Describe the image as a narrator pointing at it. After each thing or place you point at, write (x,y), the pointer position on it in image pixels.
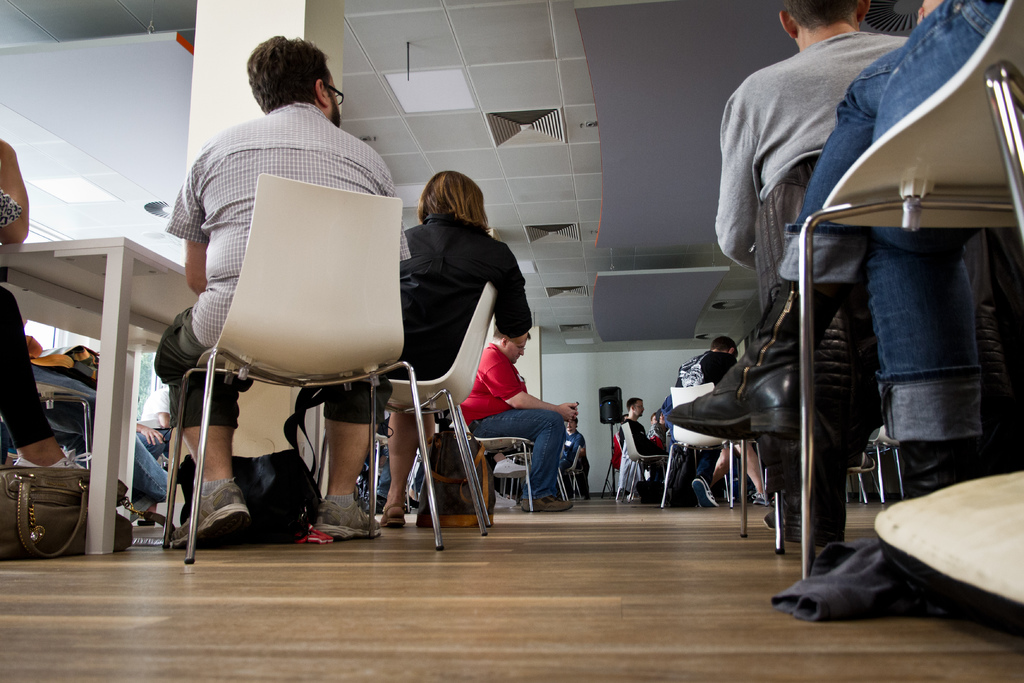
In this image we can see many people (200,228) are sitting on the chairs (296,303) near the table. This is the handbag (21,505), speaker box (611,401). This is the ceiling (524,98).
